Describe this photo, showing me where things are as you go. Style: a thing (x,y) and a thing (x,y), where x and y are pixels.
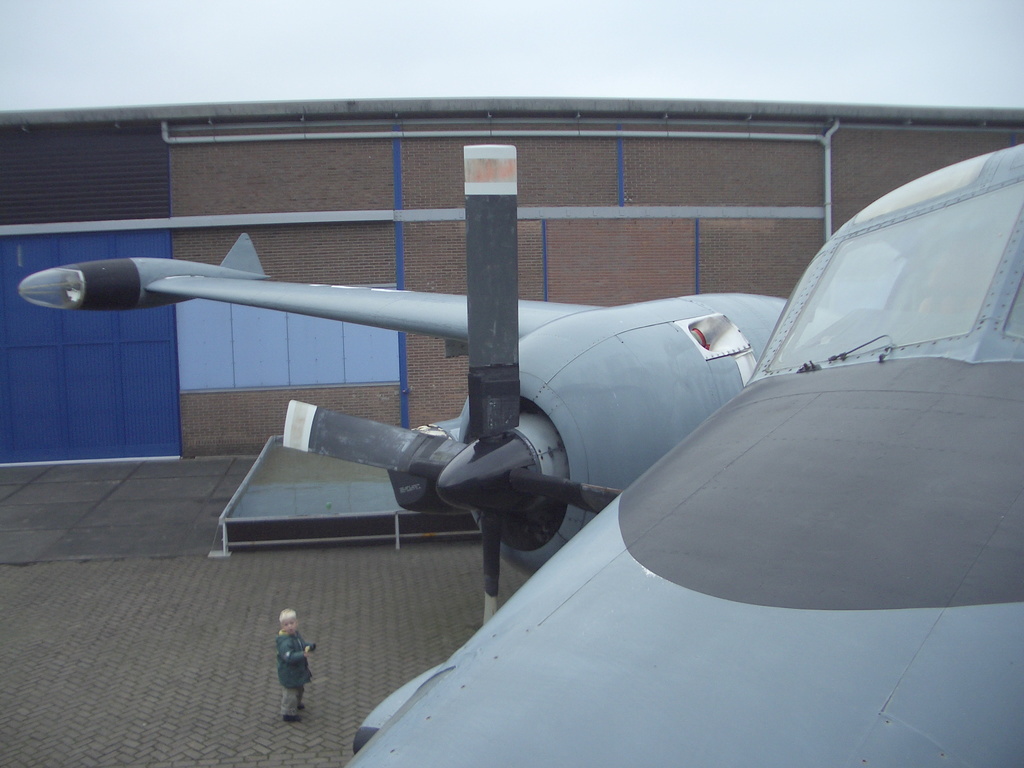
In the center of the image (440,458) we can see an airplane (707,507). And we can see one kid (292,661) is standing and holding some object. In the background (398,172) there is a wall (773,168), shutter (73,210), fence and a few other objects (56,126).
